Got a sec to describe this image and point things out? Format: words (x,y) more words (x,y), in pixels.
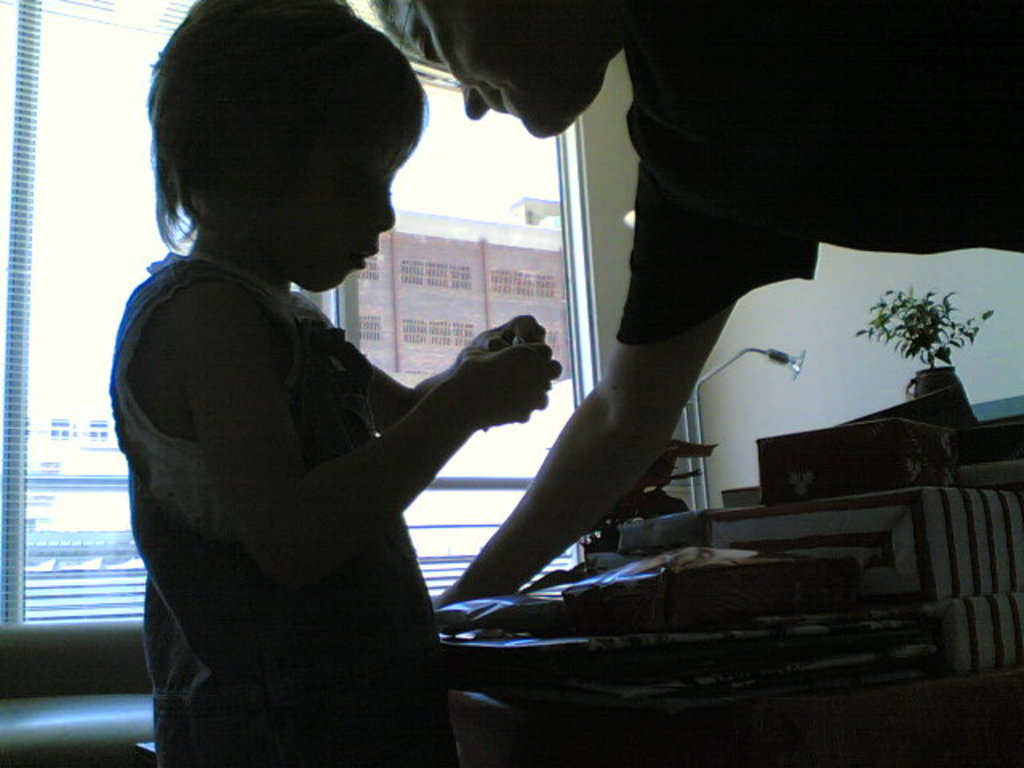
In this picture we can see a person (741,192) and a kid (393,549) in the front (410,543), on the left side (94,333) there is a glass (85,309), on the right side (951,383) there is a plant (945,384), a light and some boxes (867,528), in the background (826,354) there is a wall (836,324), we can see a building (488,314) through the glass (474,286).
